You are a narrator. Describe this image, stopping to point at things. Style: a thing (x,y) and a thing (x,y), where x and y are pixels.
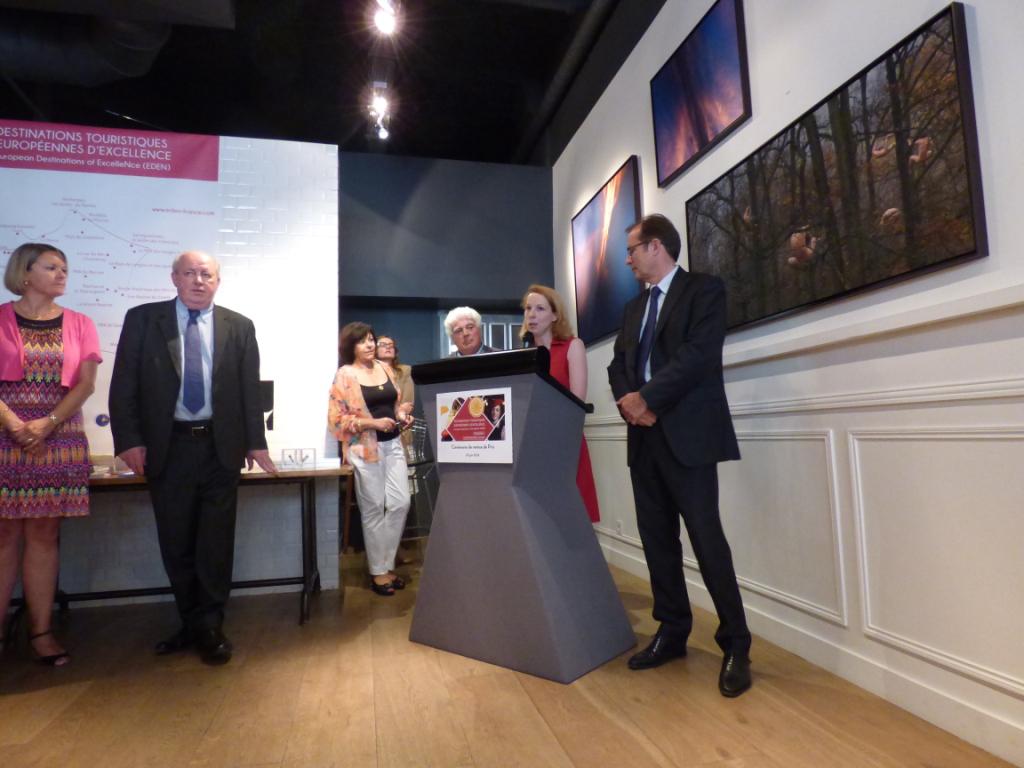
In this picture we can see frames (719,28) on the wall (998,142). We can see the people (58,325) standing. We can see a podium (498,390). On a podium (537,446) there is a board (449,410). On a table (239,474) we can see objects (304,456). In the background (322,226) we can see a board (35,147), wall (544,233), lights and objects (286,456). At the bottom portion of the picture (533,717) we can see the floor (578,732).
